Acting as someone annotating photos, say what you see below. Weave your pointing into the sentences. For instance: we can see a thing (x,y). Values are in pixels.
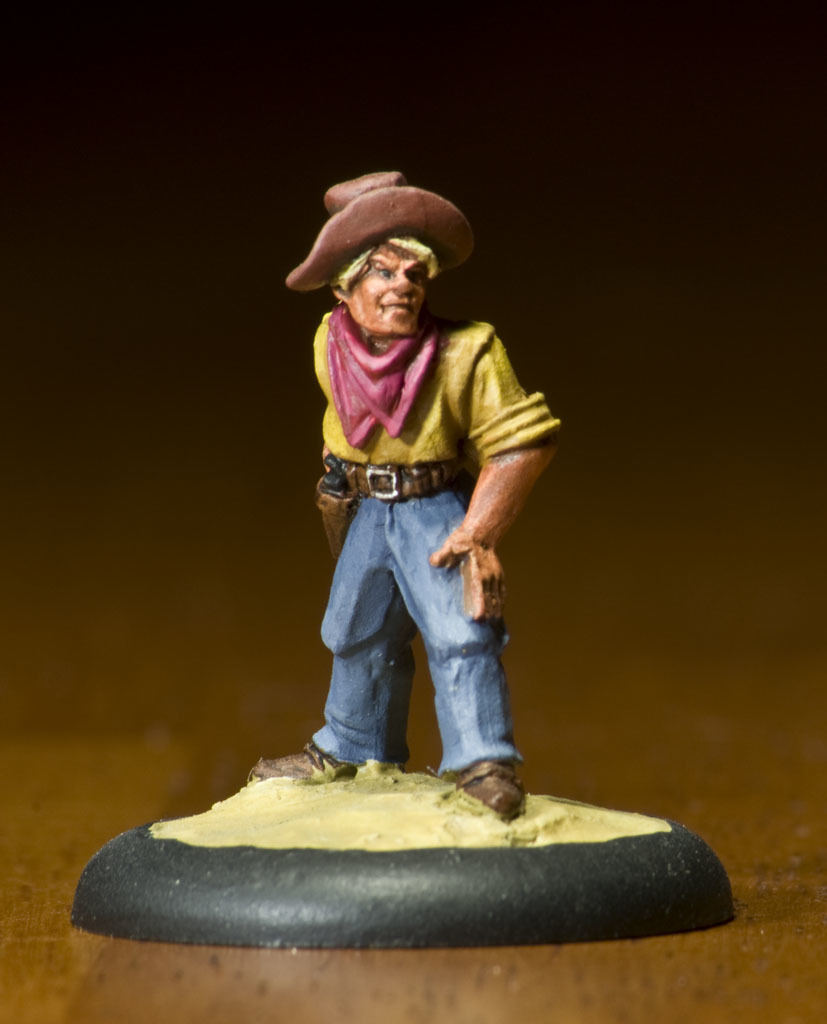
In the image we can see there is a statue (394,602) of a man (493,752) kept on the table (33,884). There is a scarf (356,403) on the neck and hat (384,229) on the man's statue (397,510).
